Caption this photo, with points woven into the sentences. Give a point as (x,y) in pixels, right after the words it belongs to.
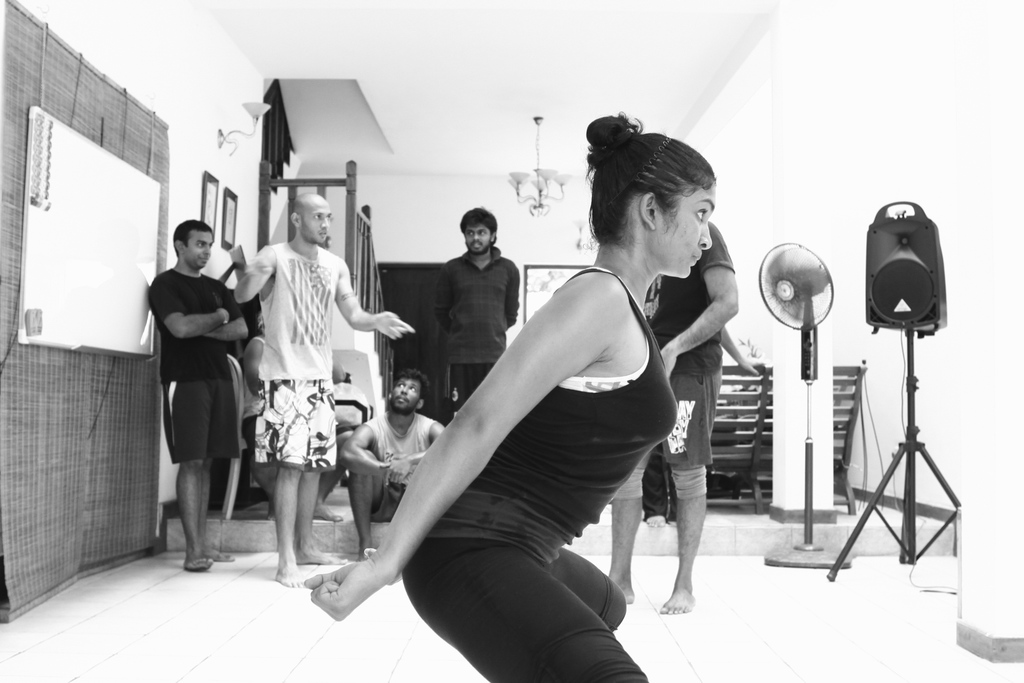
In the image we can see there are people (546,398) wearing clothes (296,380), this is a pedestal fan (807,295), floor (788,626), whiteboard (148,261), frame (232,197), light (242,129), stairs (281,147) and other objects (728,392).
